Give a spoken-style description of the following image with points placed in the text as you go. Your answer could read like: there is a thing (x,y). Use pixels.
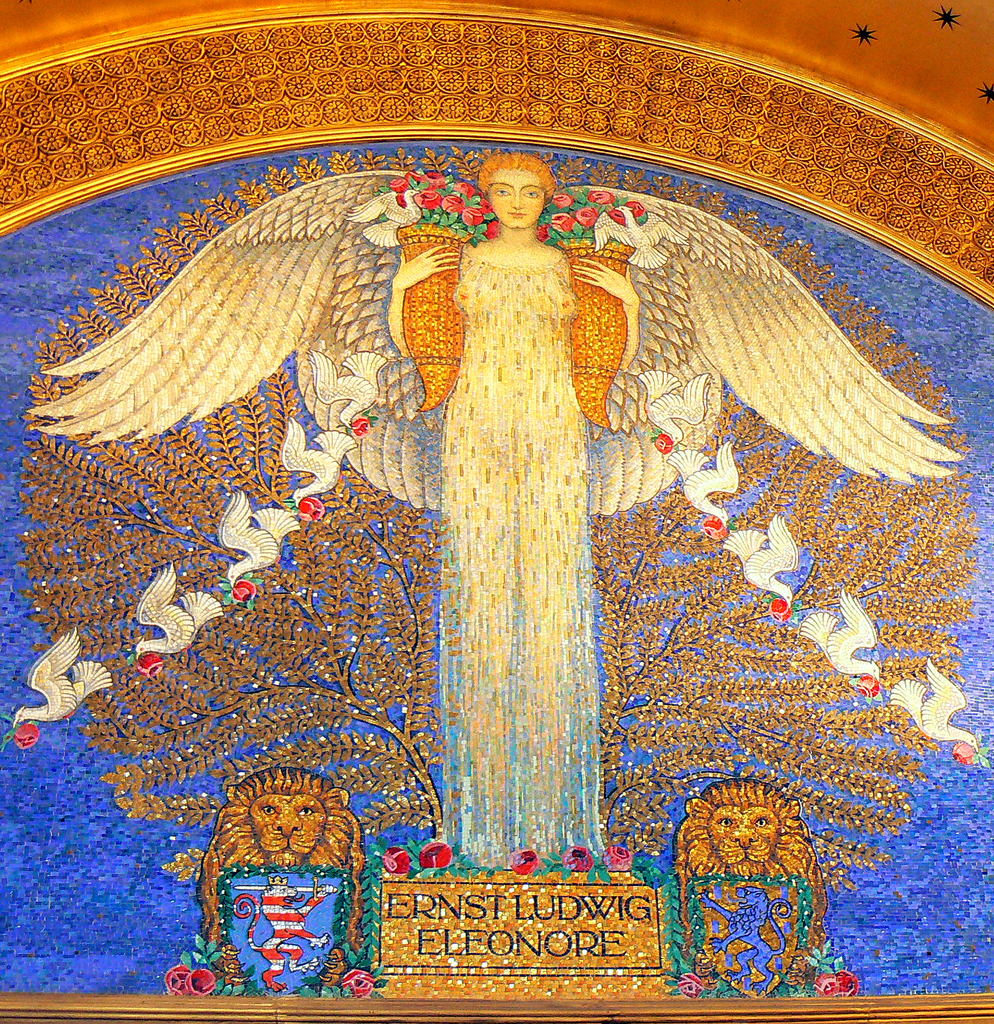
This is a painting. In this picture we can see a lady (534,454) is standing and also we can see the animals (352,839), birds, tree (667,742) and text (575,915).
